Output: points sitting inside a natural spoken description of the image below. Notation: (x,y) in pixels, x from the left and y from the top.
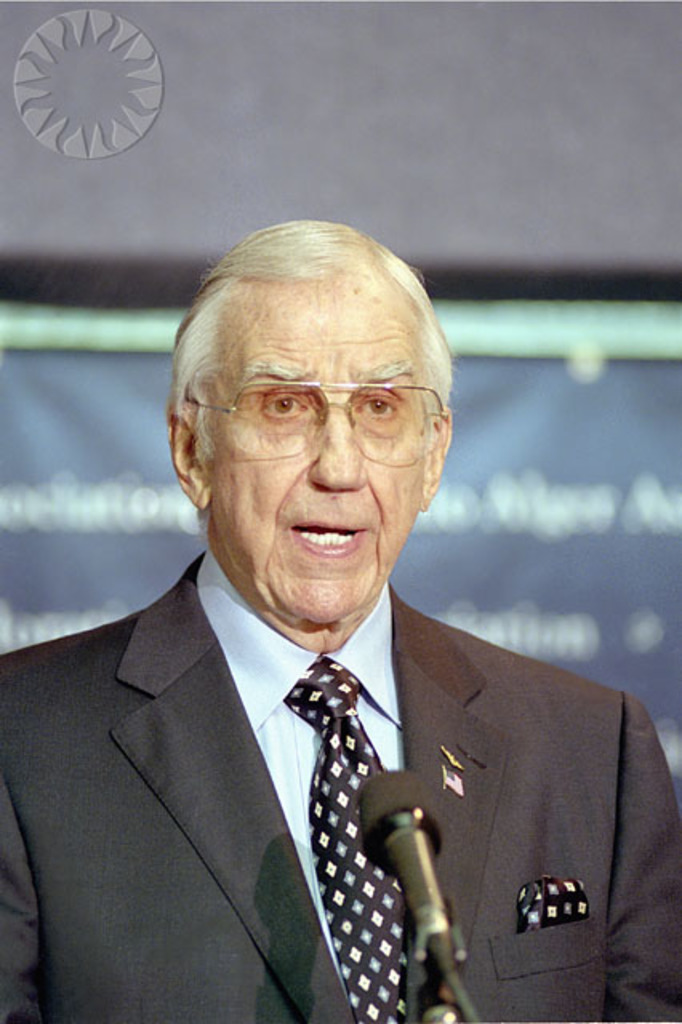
In this picture I can see there is a person (534,946) standing and he is wearing a blazer (531,707), spectacles (385,449) and he is speaking, there is a microphone (436,922) in front of him and there is a banner (58,476) in the backdrop (482,527) and there is something written on it. There is a logo (116,55) at the left side (31,54) top corner of the image (40,55).
